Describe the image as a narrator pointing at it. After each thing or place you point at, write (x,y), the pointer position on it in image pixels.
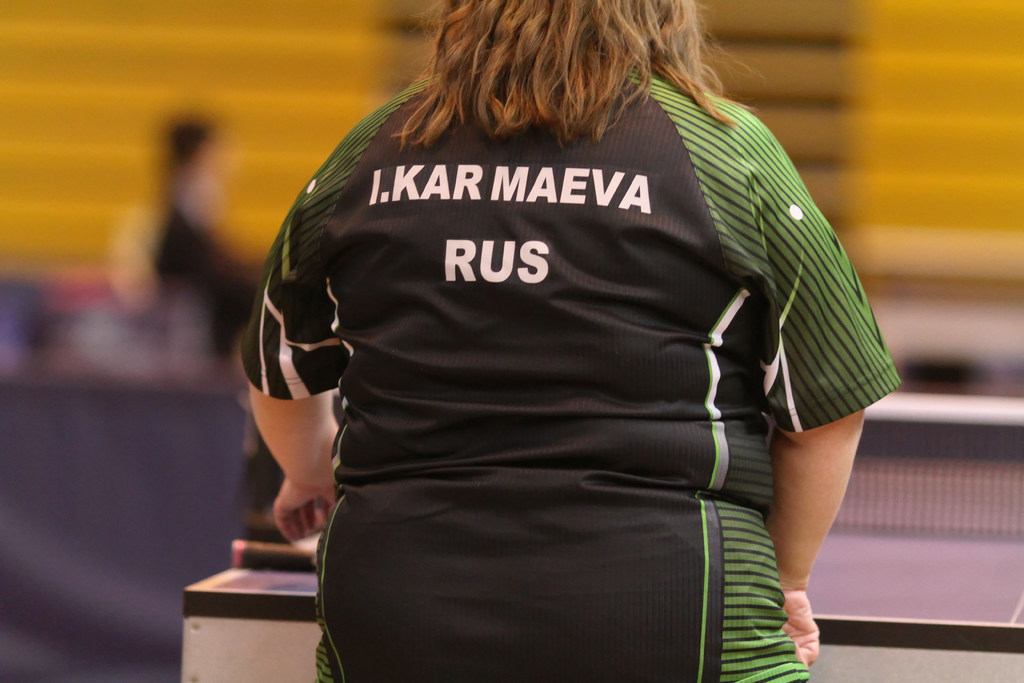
In this image, we can see a woman (670,427) standing, she is wearing a T-shirt (328,222). There is a blurred background (883,198).
